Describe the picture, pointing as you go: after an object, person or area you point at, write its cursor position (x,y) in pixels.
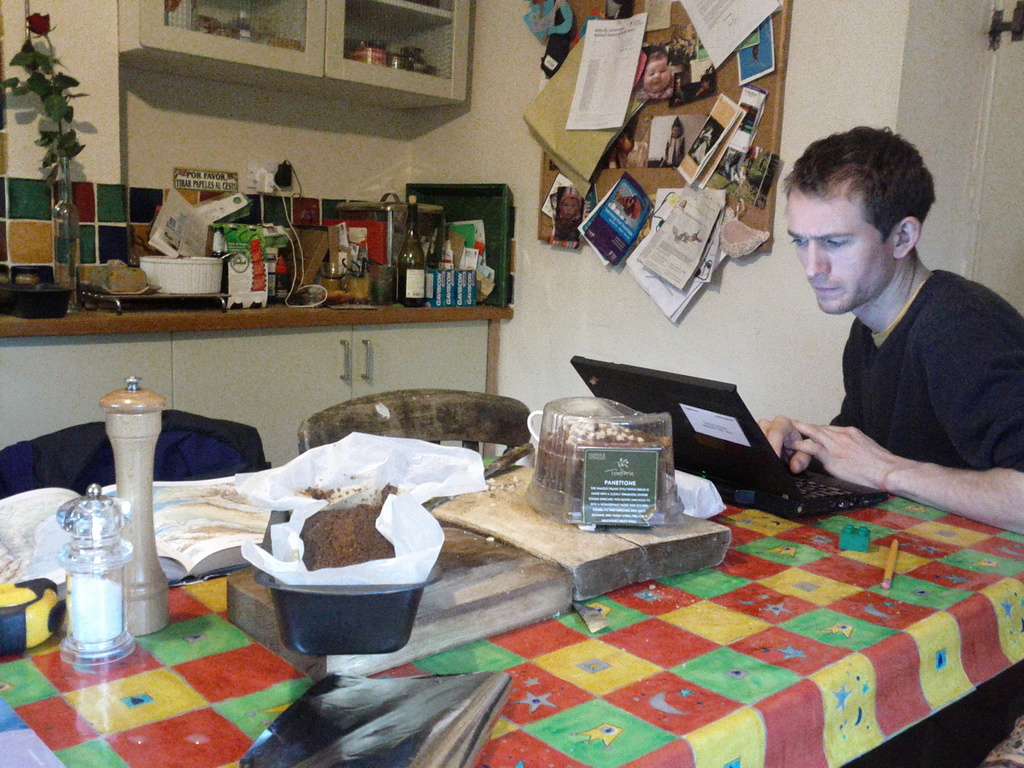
In this image I see a man (872,476) who is sitting and there is a table (795,575) in front and there is a laptop (783,494) and other few things (690,553) on it, I can also see there are 2 chairs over here. In the background (580,328) I see the wall (891,119) and there are few pictures (701,146) and papers (575,137) on the notice board (542,56) and I can also see a counter top (353,314) on which there are few things (77,263) and a plant (61,281) over here and there is also a cupboard (464,22).
